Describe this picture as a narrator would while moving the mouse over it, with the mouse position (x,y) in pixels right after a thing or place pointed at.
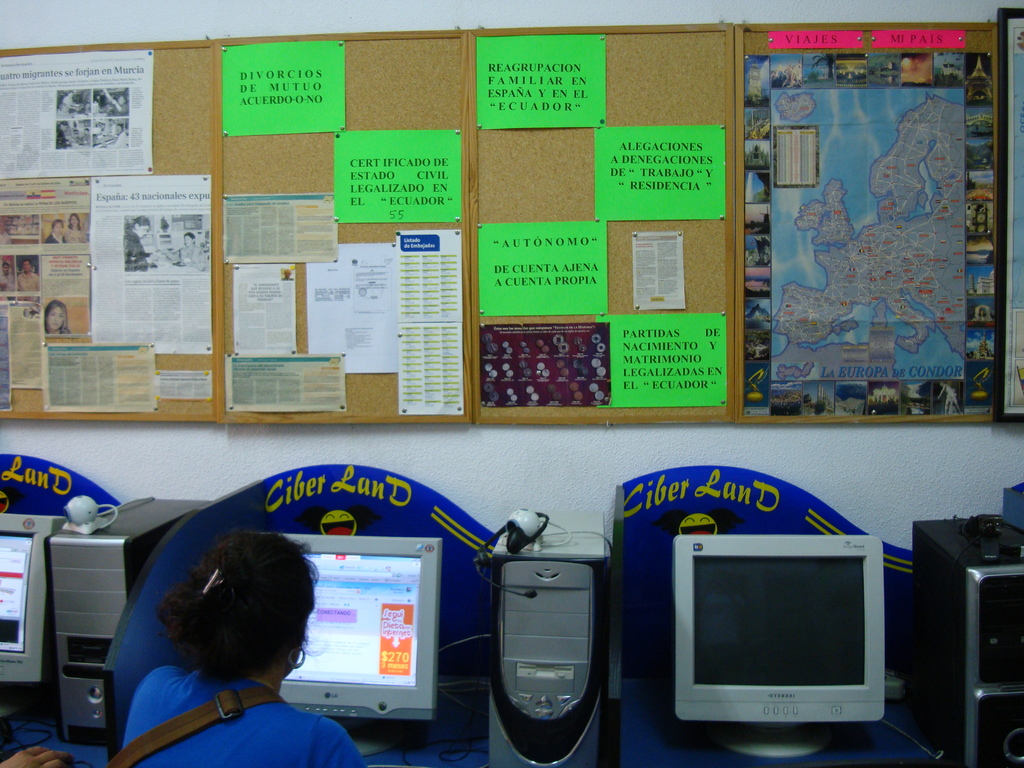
In this picture there is a woman (241,662) who is sitting near to the table (469,766). On the table (408,744) I can see the computer screens (865,666), CPU (933,656), mouse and camera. In the center (578,288) I can see many posters (983,354) and papers (641,255) were attached on the boards (573,189). This board (538,191) is placed on the wall (462,428).
